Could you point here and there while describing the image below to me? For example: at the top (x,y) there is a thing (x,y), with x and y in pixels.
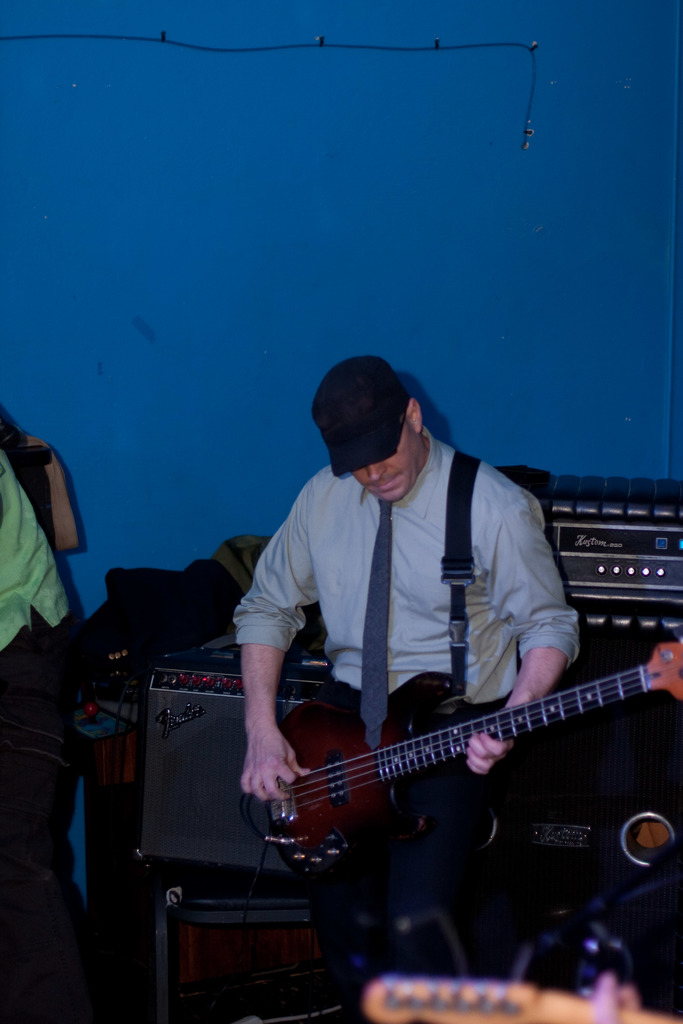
Is the image of a man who is standing and playing a guitar (670,673) by holding in his hand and at the left side of this person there is another person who is wearing a backpack (14,428) and at the back ground (585,478) there are some amplifiers (632,537) and there is a wall (509,215) with wire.
